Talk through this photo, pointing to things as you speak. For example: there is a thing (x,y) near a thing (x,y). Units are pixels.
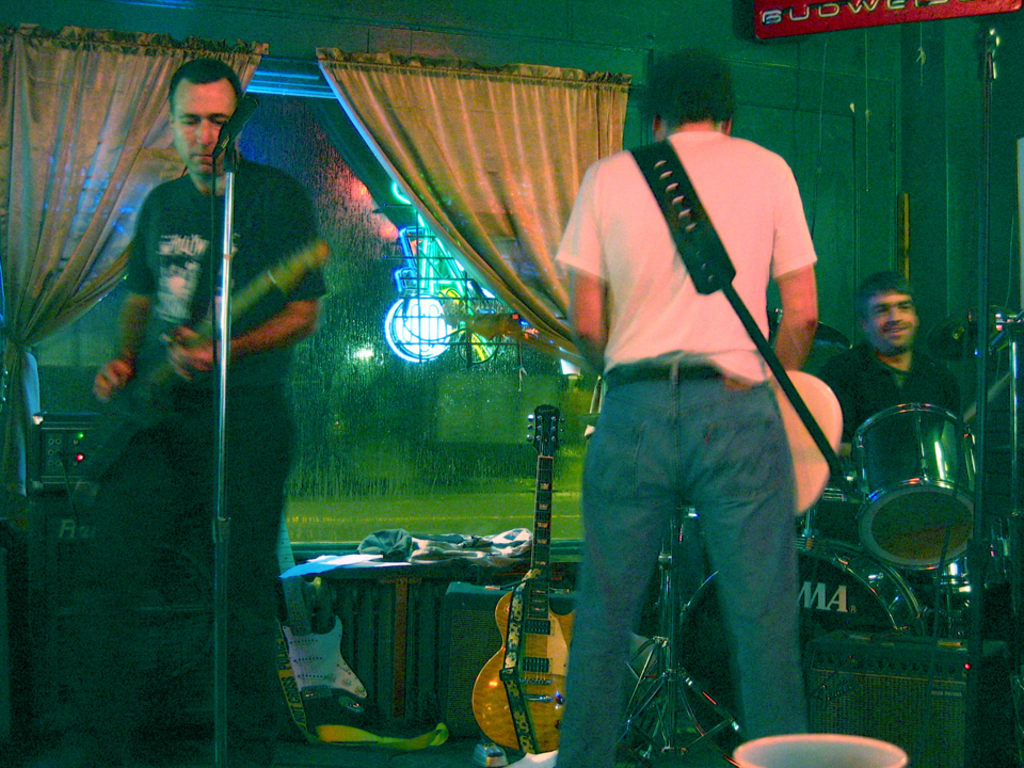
In this picture there are two men (595,223) standing and holding guitars (282,271) and there is a man (866,345) sitting and we can see microphones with stand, musical instruments (537,543) and objects (628,733). In the background of the image (896,69) we can see wall (828,67), curtains (520,123), board (761,21) and glass (328,276).
